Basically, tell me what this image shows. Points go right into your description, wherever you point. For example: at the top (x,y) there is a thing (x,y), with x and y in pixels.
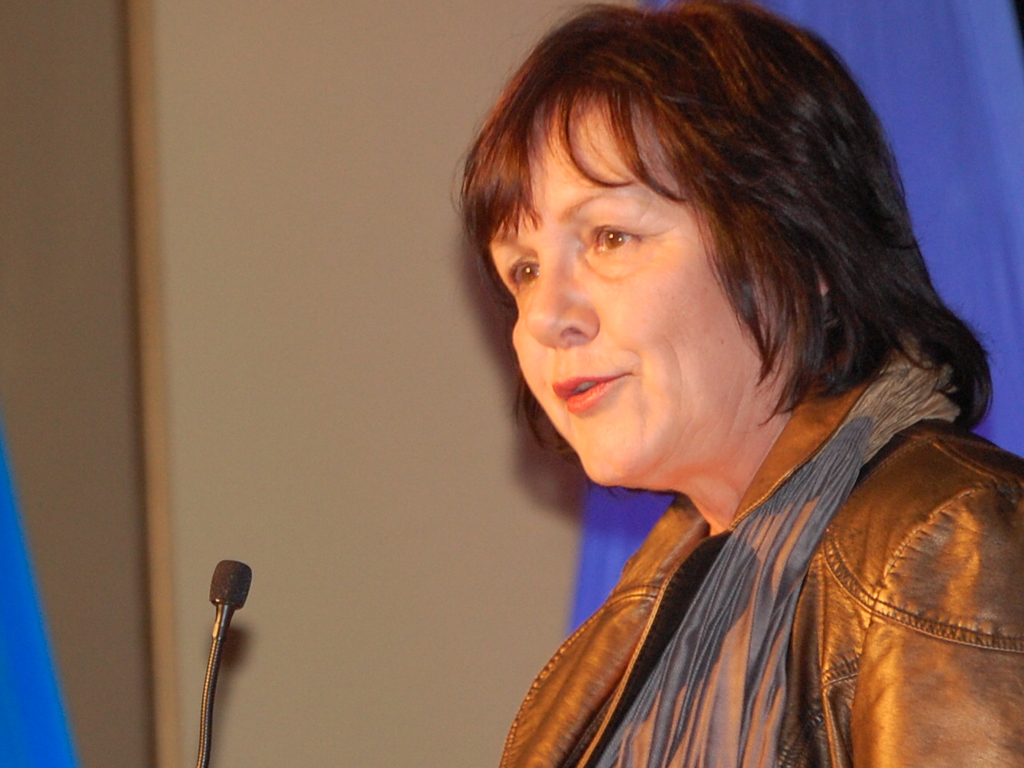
In this picture we can see a woman (726,459), a microphone (212,586) and other objects (37,746).
